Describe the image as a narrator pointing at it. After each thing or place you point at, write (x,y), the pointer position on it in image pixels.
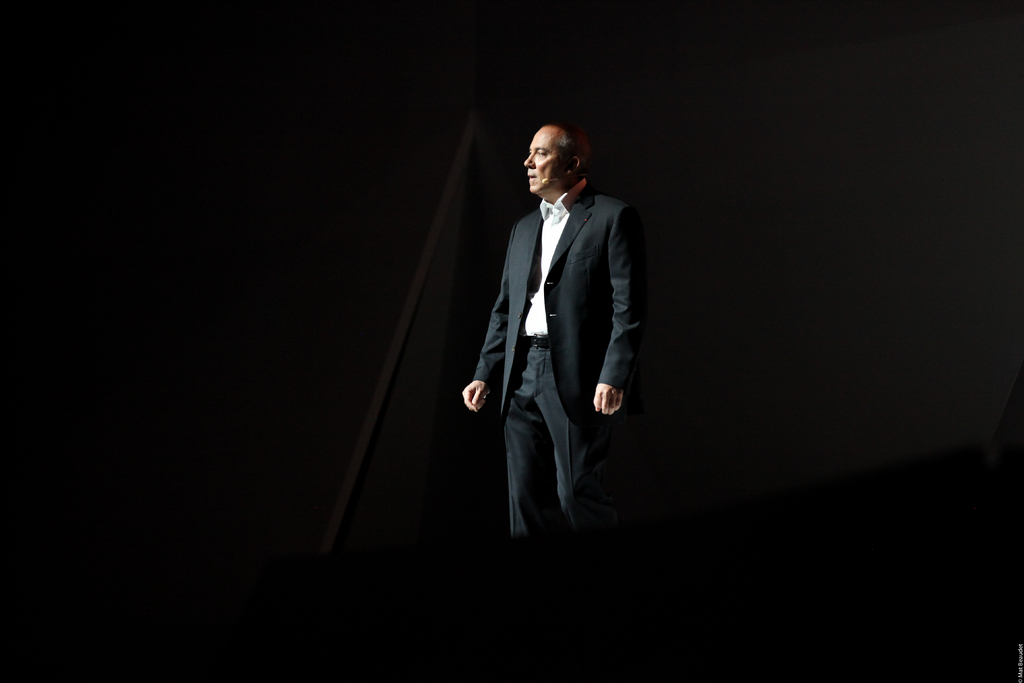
As we can see in the image there is a man (578,304) wearing black color jacket (577,340) and the image is little dark.
